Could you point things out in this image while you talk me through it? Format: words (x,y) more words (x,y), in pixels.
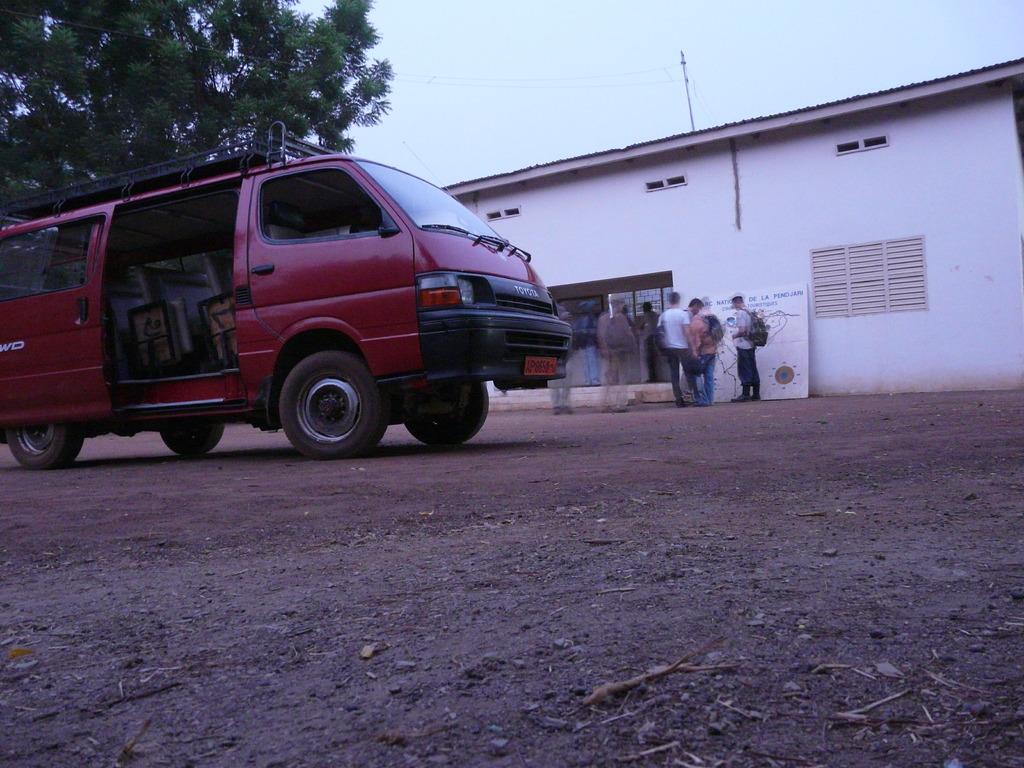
Here there is van (334,397) on the road (609,562), here there is a building (873,210), where people (705,348) are standing, this is tree (197,106).
